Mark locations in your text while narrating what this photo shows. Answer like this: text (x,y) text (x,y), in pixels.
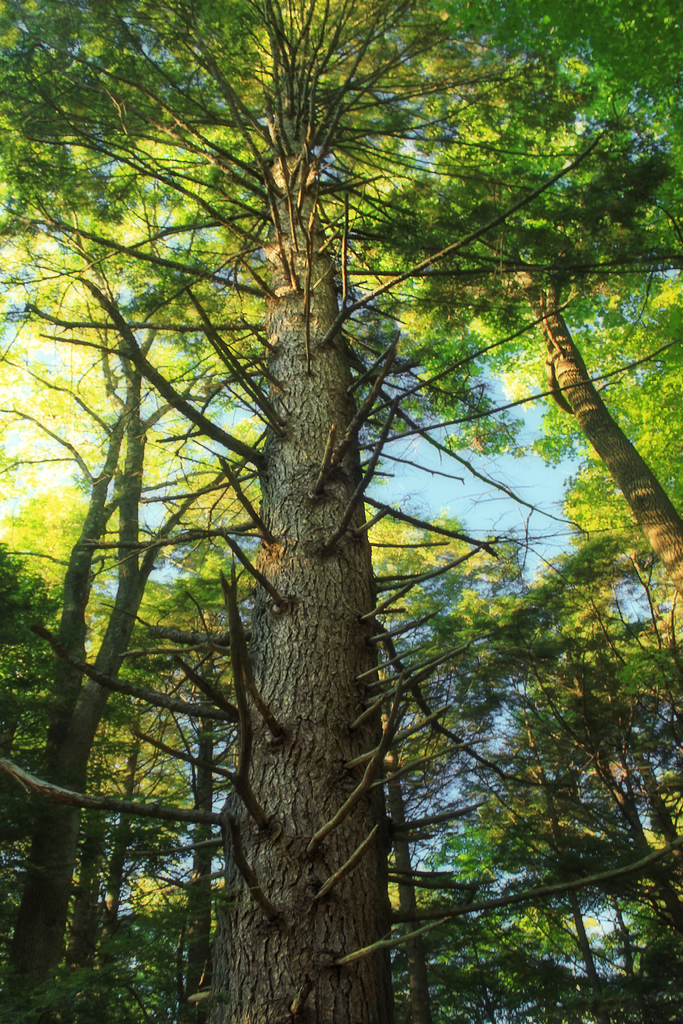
In this image there are trees (385,600). In the background (489,531) there is sky (461,503).
